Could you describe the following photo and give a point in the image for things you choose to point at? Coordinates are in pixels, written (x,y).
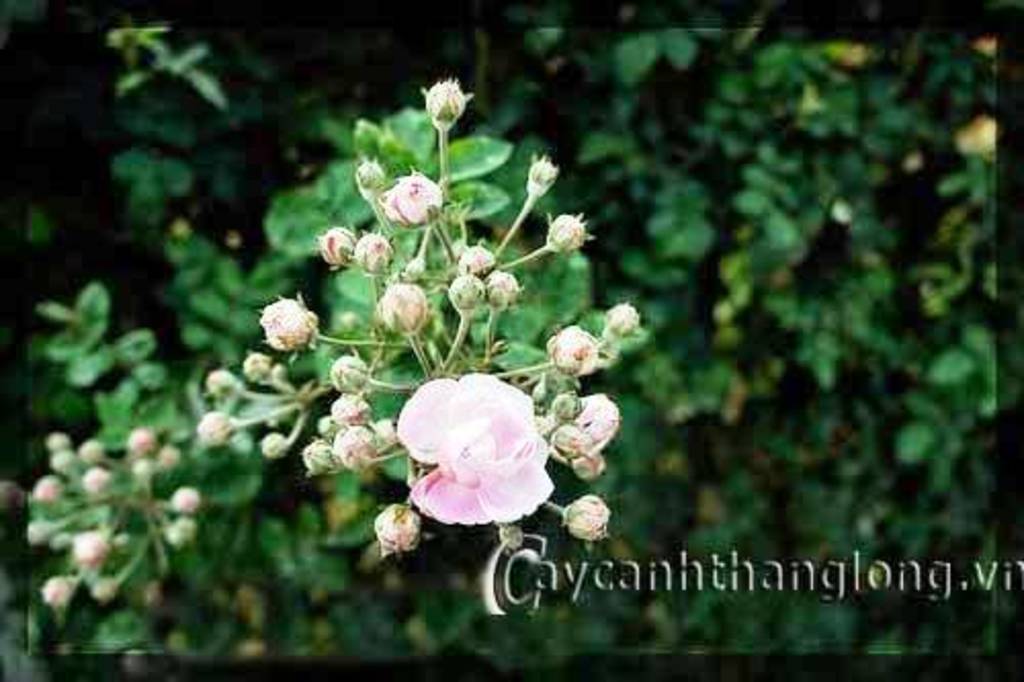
In this image I can see few plants (232,415) along with flowers (467,415), buds (398,209) and leaves (286,223). The flower (449,423) and buds (373,438) are in pink color. On the right bottom of the image (780,573) I can see some text (871,569).
